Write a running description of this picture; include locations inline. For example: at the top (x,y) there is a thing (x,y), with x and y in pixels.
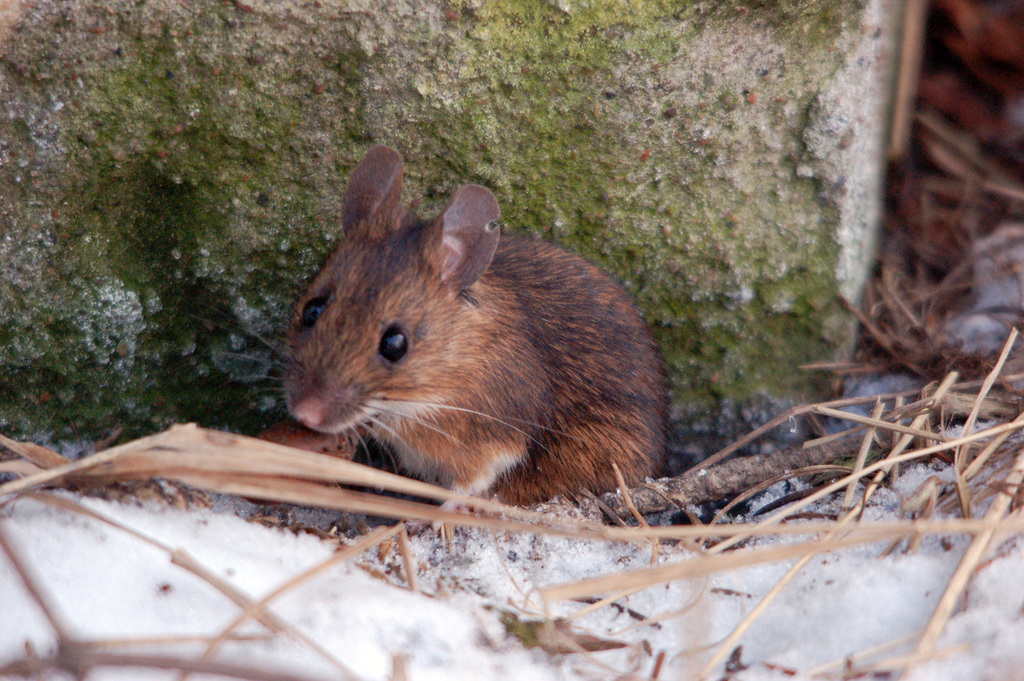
In this image I can see a rat (588,457) which is in brown color. In front (942,428) I can see few sticks (757,611), background (650,28) the wall (645,99) is in green and cream color.
